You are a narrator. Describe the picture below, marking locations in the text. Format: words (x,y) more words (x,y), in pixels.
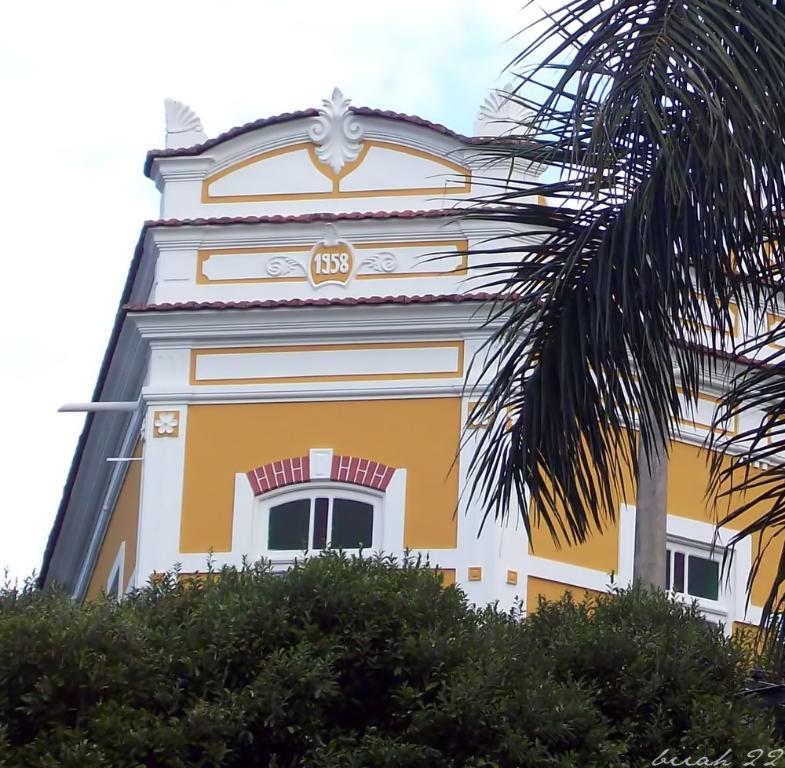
In this image we can see a house (371,427), windows (376,529), there are trees (429,712), plants (609,709), also we can see the sky (426,81), and some text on the image.
